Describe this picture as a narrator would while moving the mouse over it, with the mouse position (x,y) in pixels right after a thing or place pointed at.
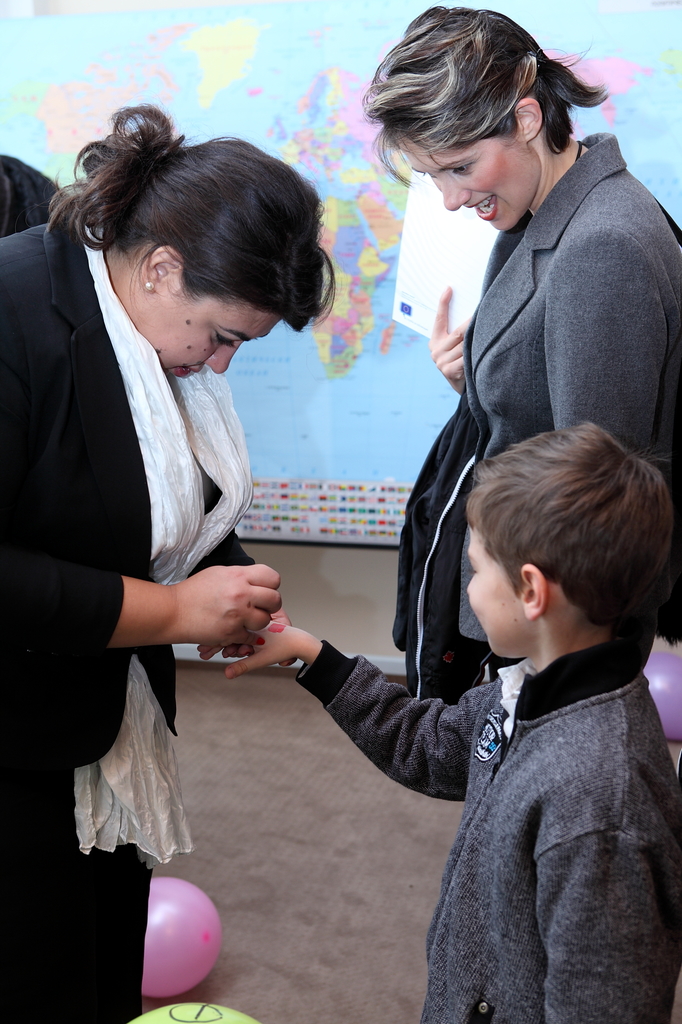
In this picture we can see people (403,750) on the ground (376,777), one woman (438,622) is holding a paper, here we can see balloons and in the background (390,655) we can see a wall (387,663) and world map chart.
